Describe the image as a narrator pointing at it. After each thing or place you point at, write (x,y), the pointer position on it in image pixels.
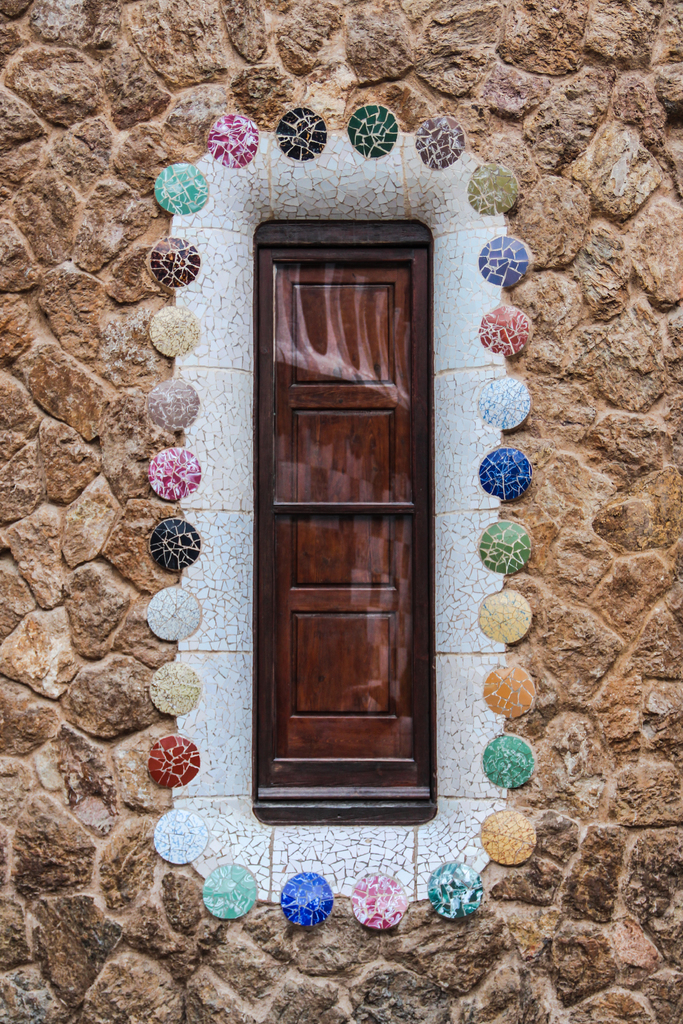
In this picture we can see a door (378,361). Around the door (417,403) we can see colorful stones (505,757) and the granite wall (370,35).
